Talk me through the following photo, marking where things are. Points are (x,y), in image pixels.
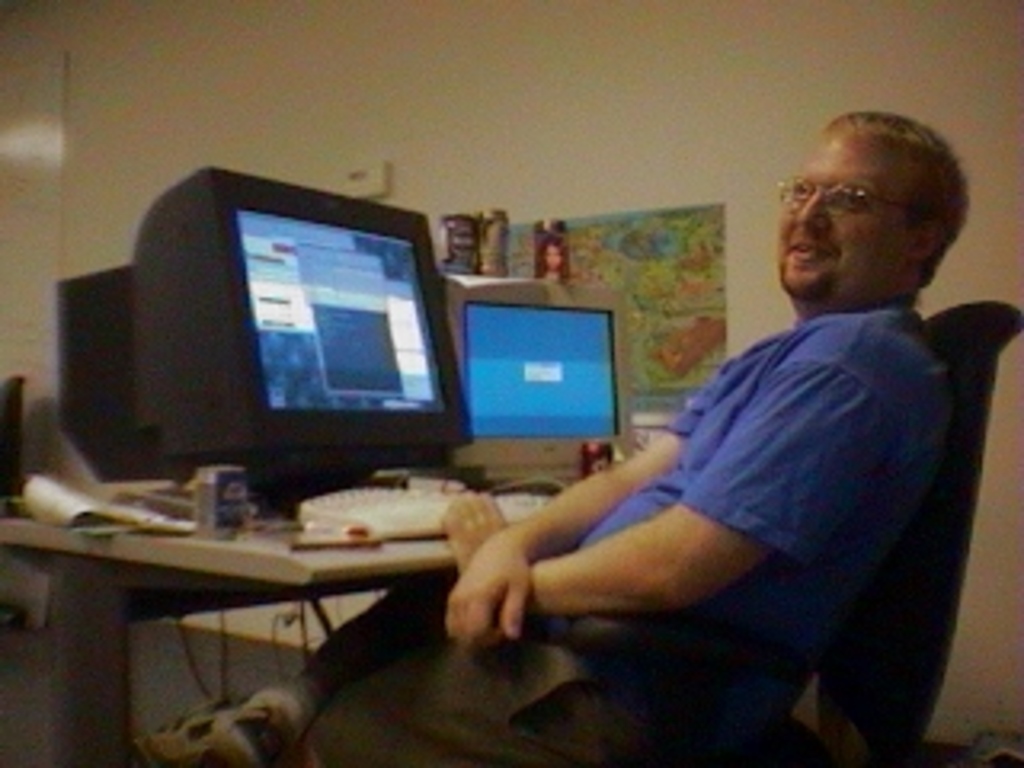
In the image we can see one person (657,468) sitting on the chair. In front of him we can see table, on table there is a monitor (303,392), keyboard (352,515), papers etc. In the background (398,68) we can see wall (389,136).
